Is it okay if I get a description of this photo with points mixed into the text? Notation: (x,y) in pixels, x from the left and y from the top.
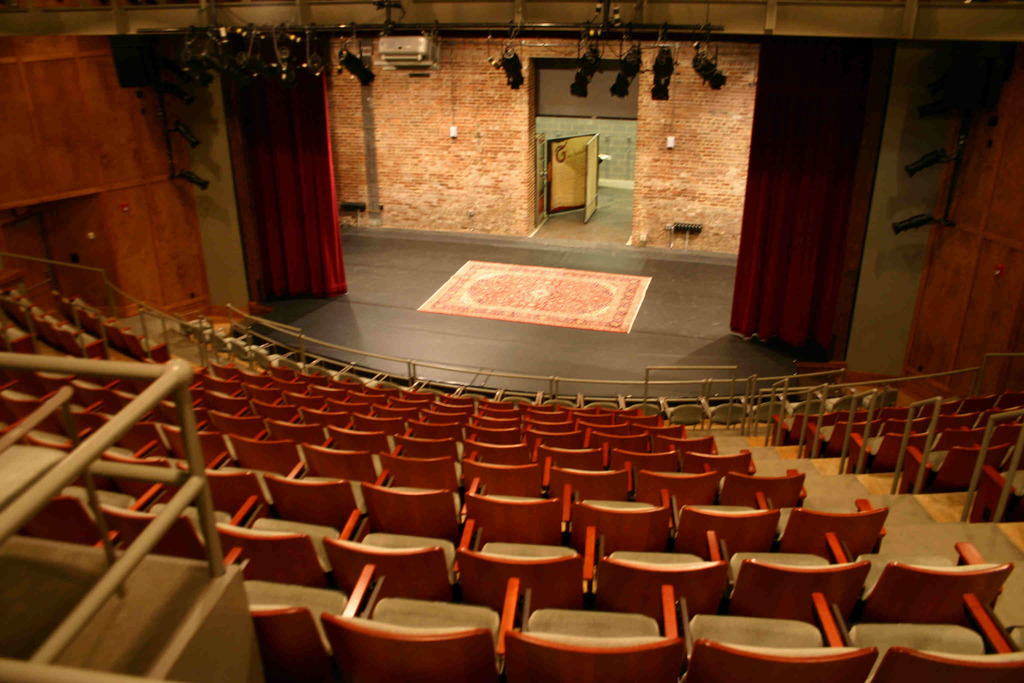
In this image in front (896,629) there are chairs (504,551). There is a metal fence (729,380). On both right and left side of the image (139,194) there are wooden walls (155,259). In the center of the image (583,312) there is a mat (574,295). There are curtains (267,216). There are lights (664,57). At the bottom of the image (23,582) there is a floor (527,363). In the background of the image (534,189) there is a brick wall (435,165). There is an AC (386,39).
